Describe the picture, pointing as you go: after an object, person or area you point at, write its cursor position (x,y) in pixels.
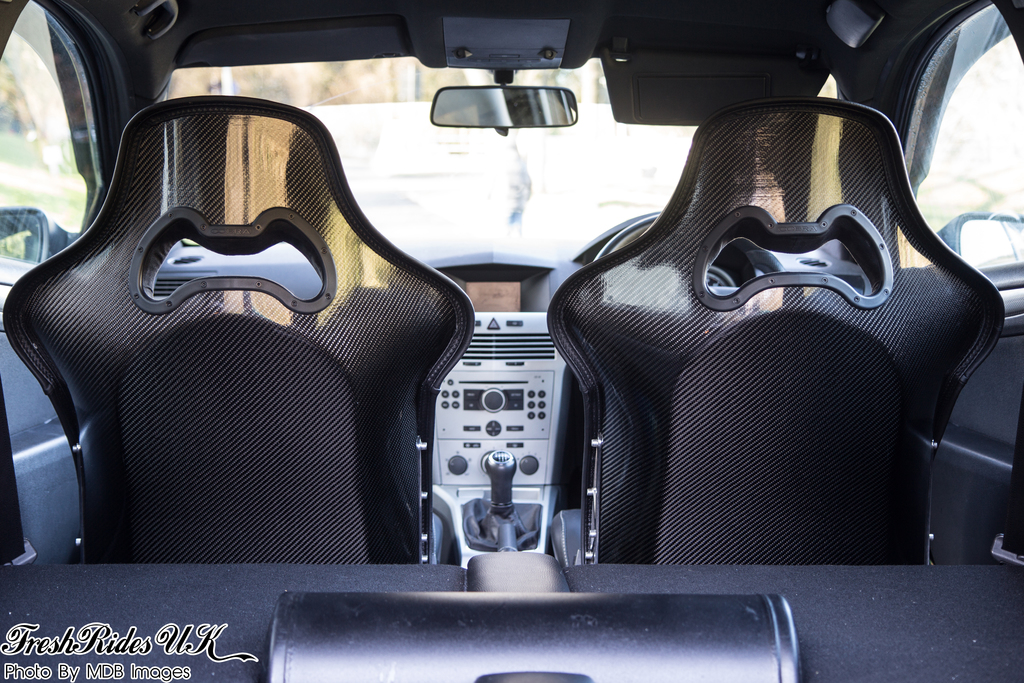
This picture is consists of inside view of a car (436,337), which includes two seats (641,289), steering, speedometer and other parts (507,275) of a car (397,246) and there are cars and trees (407,79) outside the car (418,41).
